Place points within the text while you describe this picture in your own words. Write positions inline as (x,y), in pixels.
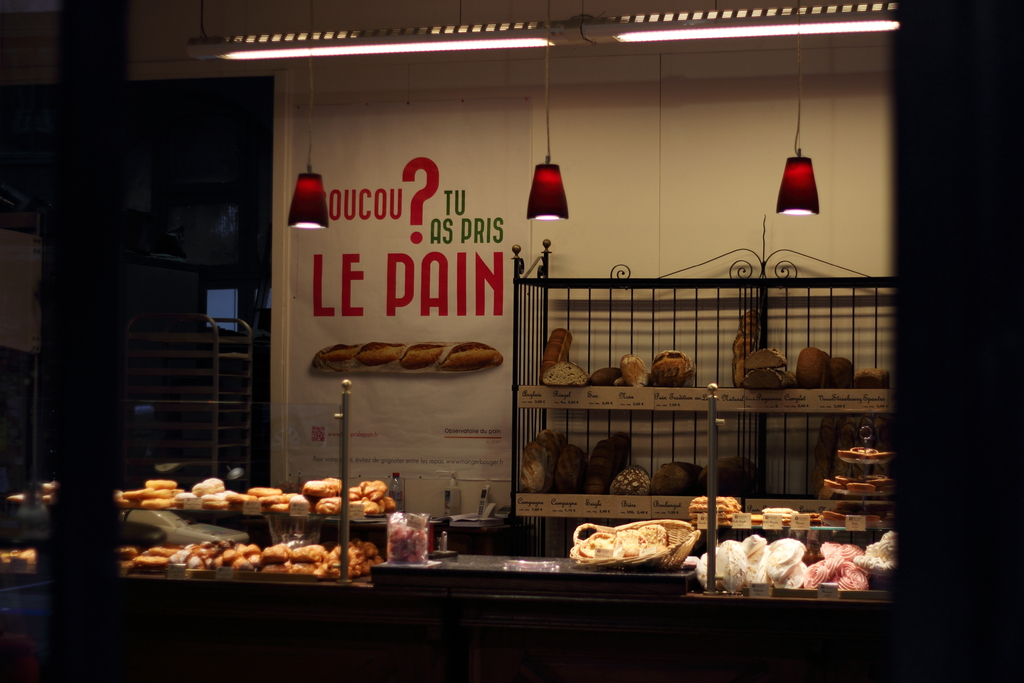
In this image there is a bakery (575,1), in that there are tables (304,590) on that tables (699,609) there are bakery items (704,575), in the background (188,65) there are wall (785,51) to that wall (231,70) there is a shelf (514,346), in that shelf (819,280) there is food item (626,488) and there is a text (463,312) on the wall (430,278) at the top (423,29) there are lights (308,181), on the left (239,324) there is an entrance (264,339) in that there is a stand (181,322).
